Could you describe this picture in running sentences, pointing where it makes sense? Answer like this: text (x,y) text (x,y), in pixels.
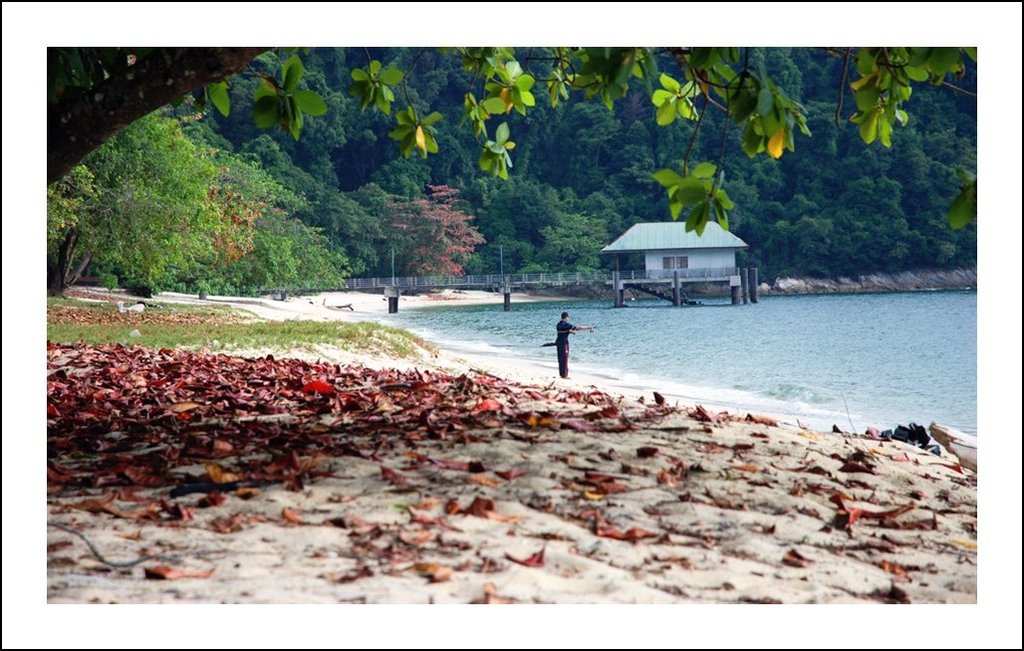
This picture might be taken to the seashore (678,420). In this image, in the middle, we can see a man (577,328) standing on the sand (561,389). On the right side (693,263), we can see a house (719,268), bridge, trees (928,76). On the left side (266,172), we can also see some trees (276,177), plants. At the bottom (137,437), we can see a sand (299,507) with some leaves (345,582) and water (742,359) in an ocean (757,321).
